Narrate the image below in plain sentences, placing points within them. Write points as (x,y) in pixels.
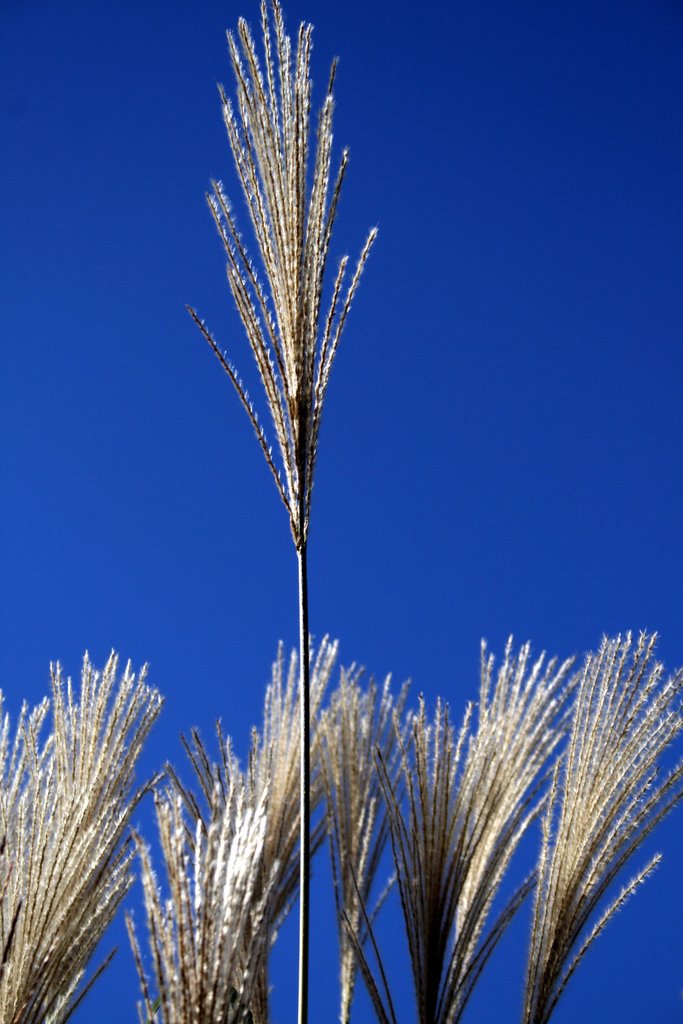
In this image there are plants (361,815). Behind them there is the sky (406,460).
